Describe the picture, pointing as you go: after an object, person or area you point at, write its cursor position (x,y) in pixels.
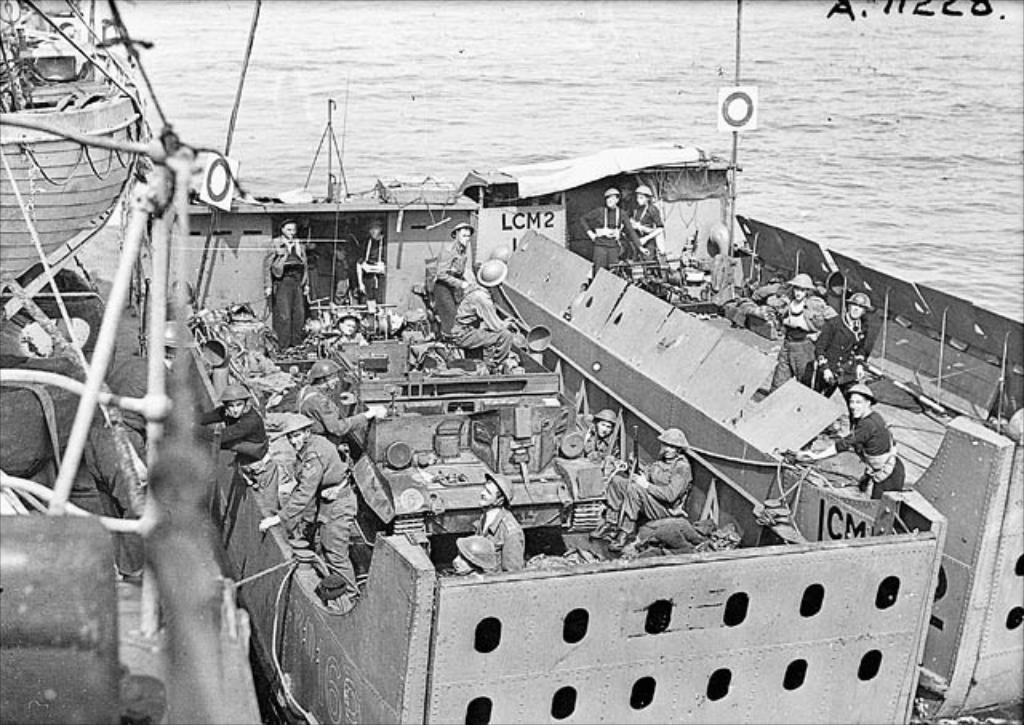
In the foreground (606,188) we can see ships (97,383), people (449,333), army tank (472,421) and various objects (766,327). At the top (574,62) there is a water body (426,135).
